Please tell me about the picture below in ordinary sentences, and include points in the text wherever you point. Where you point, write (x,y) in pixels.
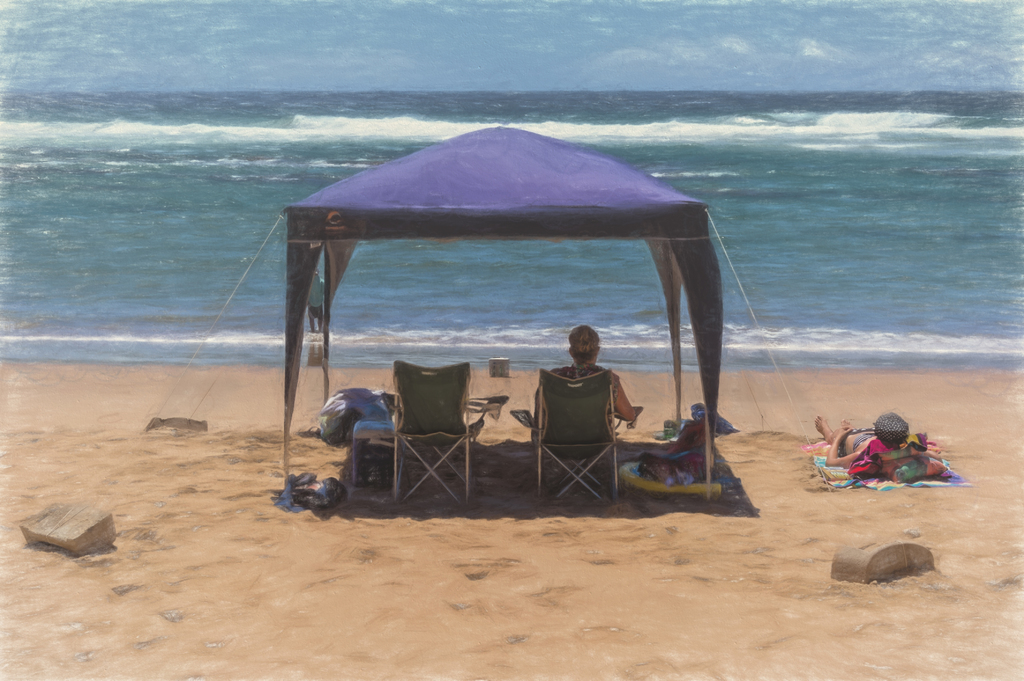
In this image we can see three persons (847,434), one of them is lying on the mat (866,485), another person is sitting on the chair (542,413), there is a tent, clothes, bags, and another chair (420,393), there are rocks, also we can see the ocean (356,325), and a person (310,313) is walking on the seashore (388,366).
